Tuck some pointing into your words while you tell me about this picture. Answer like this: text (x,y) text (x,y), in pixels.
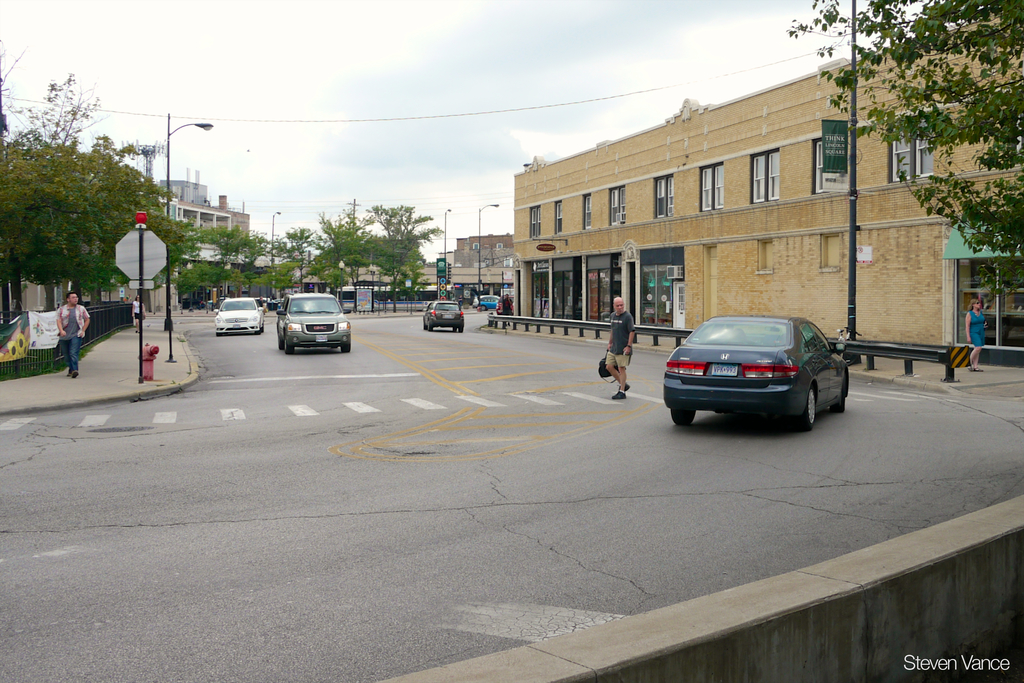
There are cars (732,401) on the road (365,366). There are sign boards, poles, wires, trees (59,211), people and buildings (914,200) on the either sides.
